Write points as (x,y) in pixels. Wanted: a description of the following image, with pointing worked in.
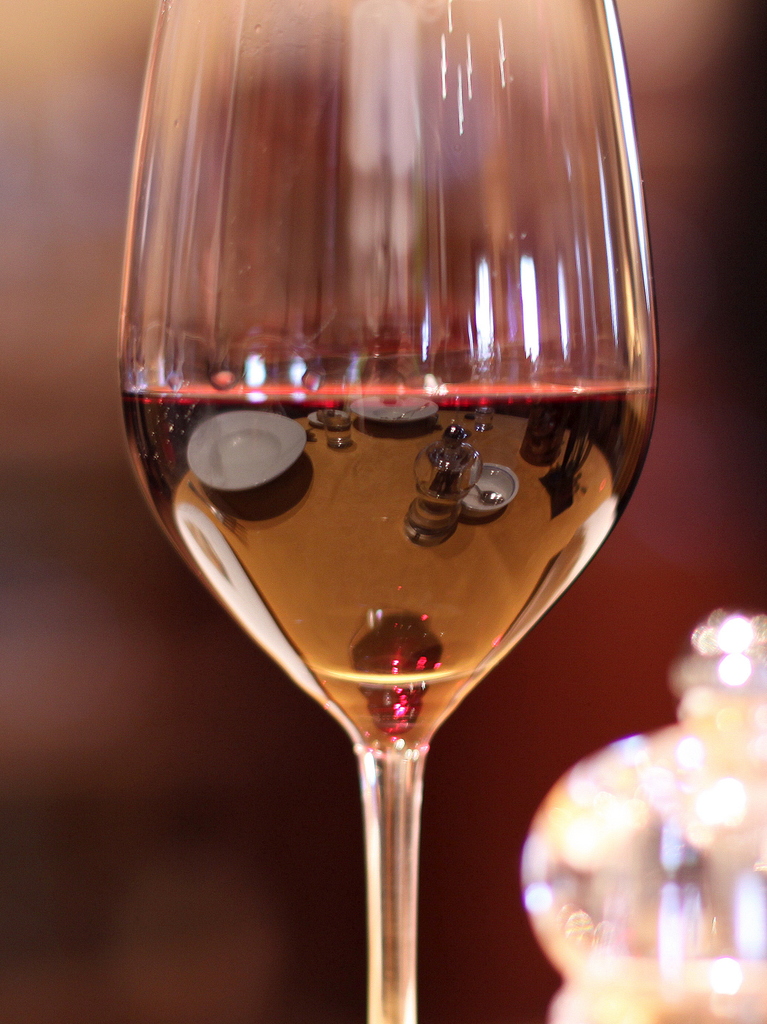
In this picture there is a glass (291,367) in the center (340,559).
